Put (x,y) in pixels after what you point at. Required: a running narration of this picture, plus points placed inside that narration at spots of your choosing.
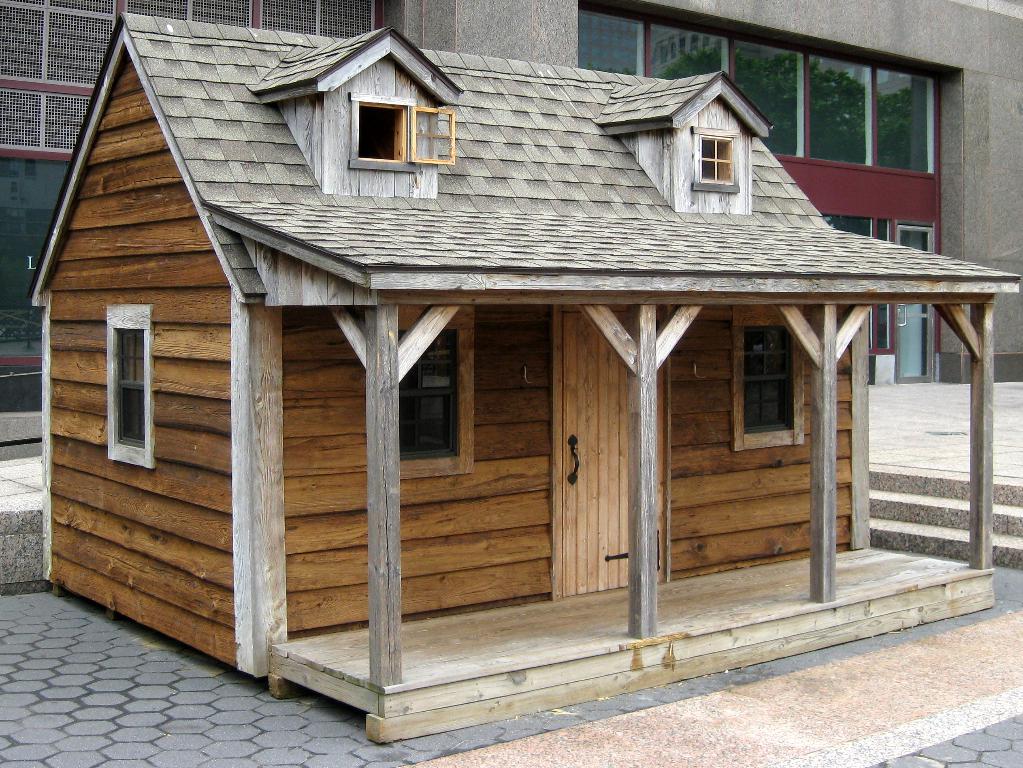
In the picture I can see a wooden house (447,119) with windows (141,356) and door (601,477). Here we can see the steps (913,504) and in the background (218,9), we can see a building (996,118) with glass doors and windows (636,60).
